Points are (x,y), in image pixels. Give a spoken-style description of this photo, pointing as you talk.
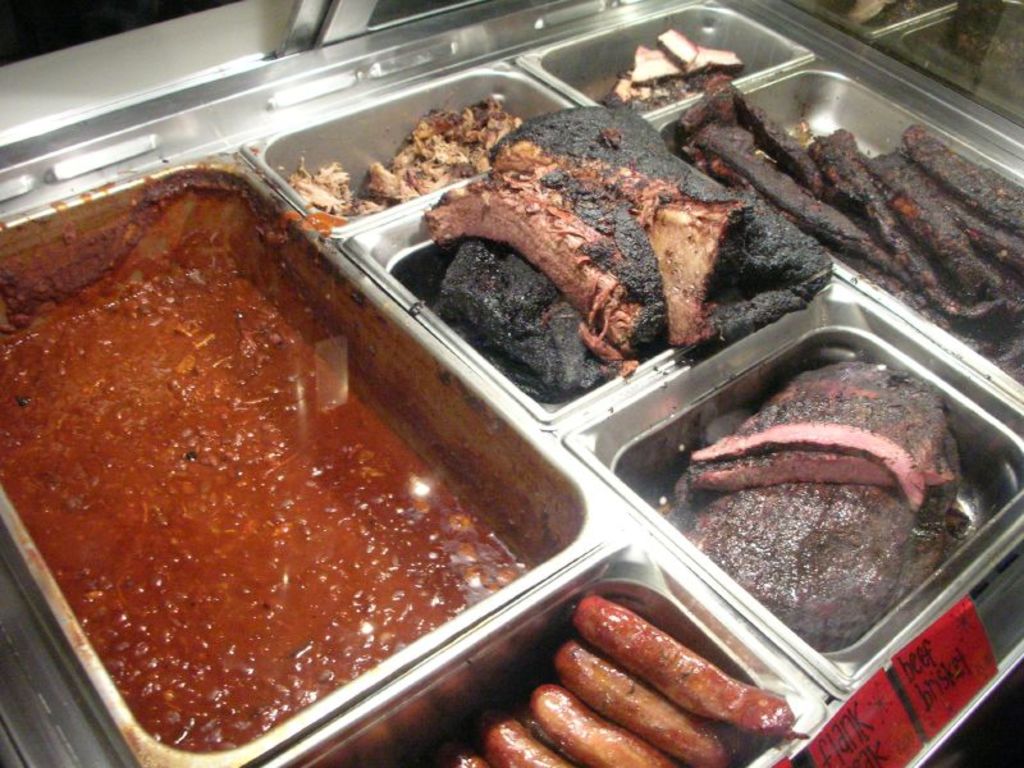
In this image we can see group of food (747,504) and sausages (595,699) are kept in different containers (405,354) are placed on the table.
